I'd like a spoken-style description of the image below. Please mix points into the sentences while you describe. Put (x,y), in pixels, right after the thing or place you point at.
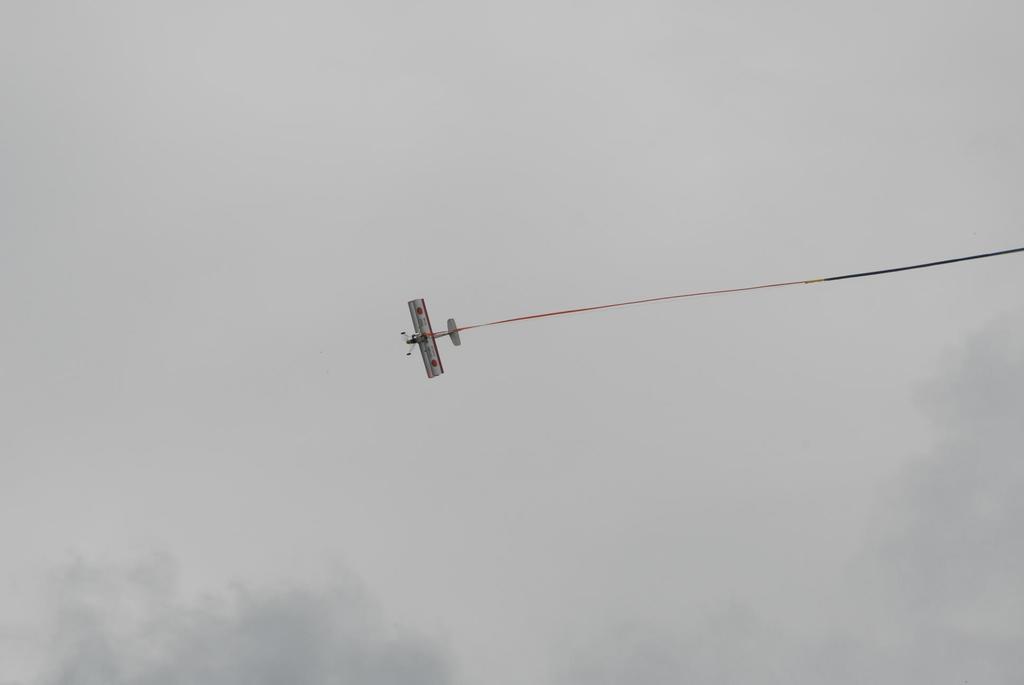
In this picture there is a white and red color aircraft (454,333) flying in the sky (161,498). Behind there is a streamer (557,314).
